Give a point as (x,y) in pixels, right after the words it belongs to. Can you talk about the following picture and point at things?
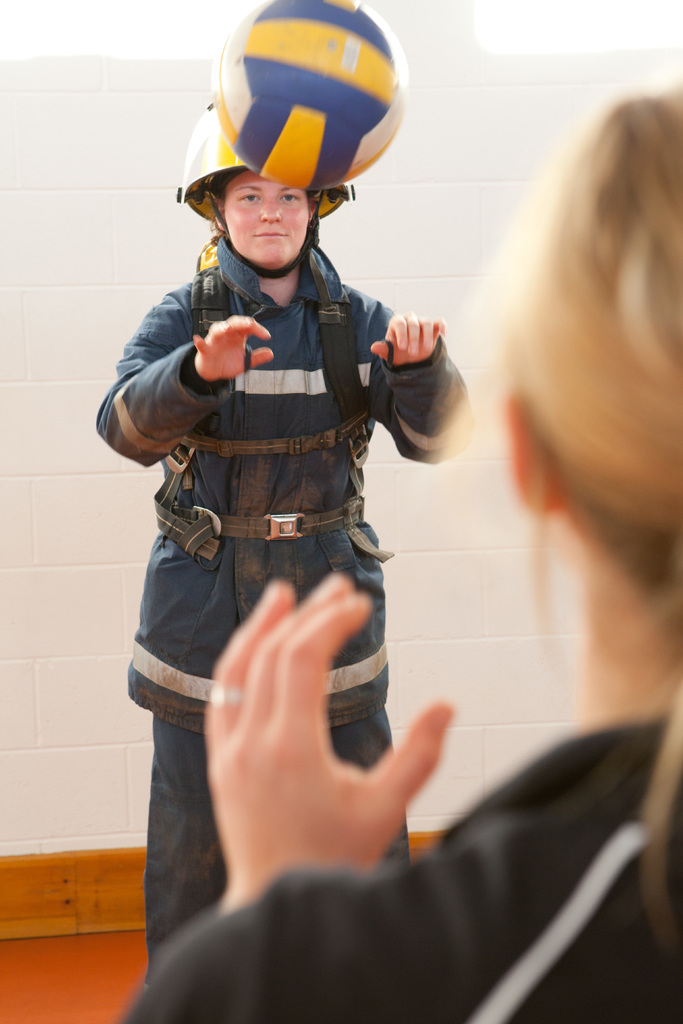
In this picture I can see two people (634,456) among them a woman (299,400) is wearing a helmet (225,150) and suit (305,358). I can also see a ball (266,125) in the air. In the background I can see a white color wall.
